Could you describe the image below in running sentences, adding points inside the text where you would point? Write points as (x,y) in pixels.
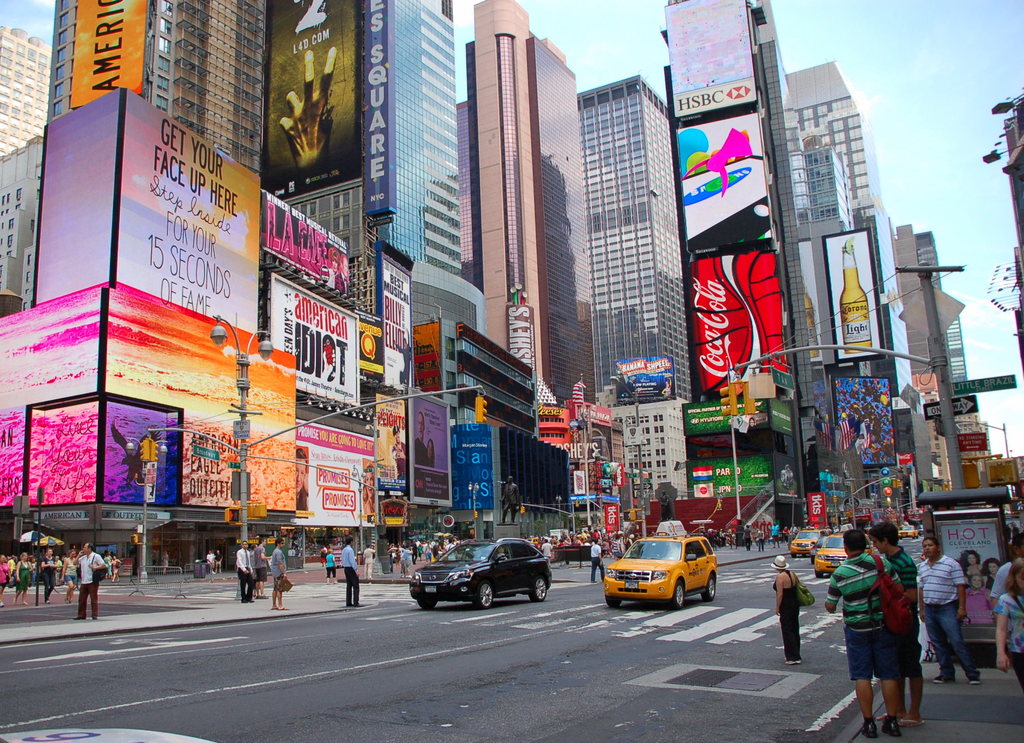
In the image we can see there are many buildings (473,299) and there are posters (235,250). We can see there are even people (855,586) standing and some of them are walking, they are wearing clothes (2,569). Some of them are wearing shoes (864,731) and cap (780,568). There are even vehicles (534,576) on the road (382,595), light poles (946,268) and the sky (916,184).
